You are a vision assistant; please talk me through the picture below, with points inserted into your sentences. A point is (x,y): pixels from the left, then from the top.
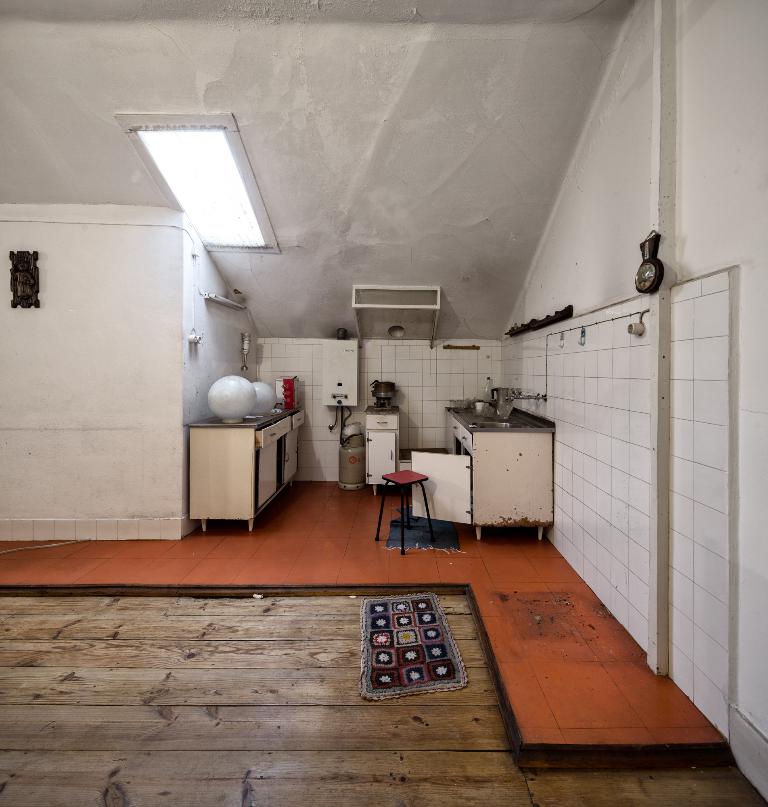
In this image we can see the inner view of a room (413,621). In the room (439,473) we can see sink (518,420), taps (511,398), stool (397,475), cabinets (386,474), electric equipment (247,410), doormat (377,695) and a window (187,177) to the roof (352,179).
